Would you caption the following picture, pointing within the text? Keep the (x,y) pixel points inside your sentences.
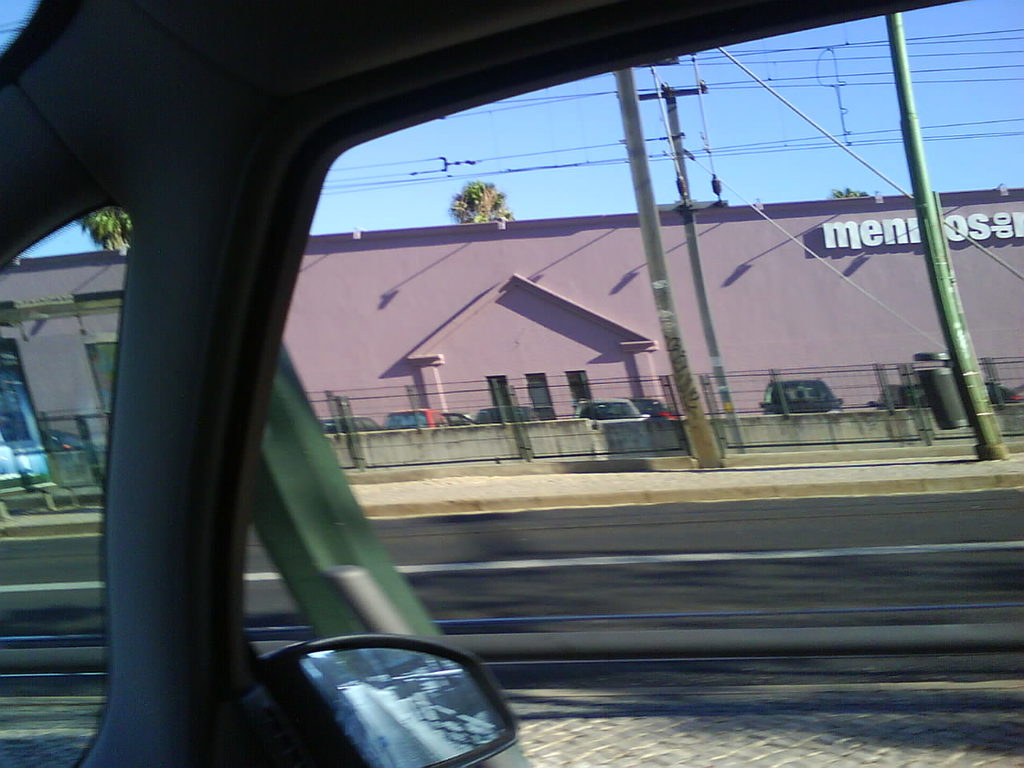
In this image we can see a vehicle (133,587) with mirror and glass (602,568). Through the glass (691,408), we can see the wall (483,442) with fence (510,405) and vehicles (422,415) on the ground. And we can see the building (760,265) with text (962,230). In the background (624,166), we can see the trees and sky (646,122).
